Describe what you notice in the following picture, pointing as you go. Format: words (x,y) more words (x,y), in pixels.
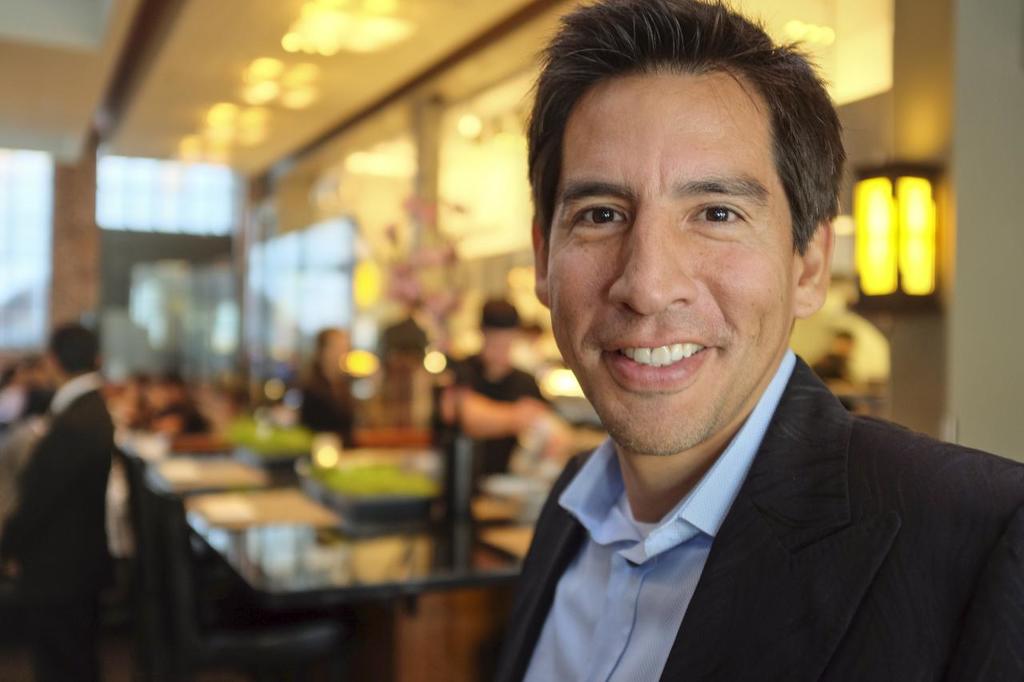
In this image there is a person (895,490) standing wearing suit (793,636), in the background (373,620) there are people (340,378) standing and there are tables (306,575) and it is blurred.
